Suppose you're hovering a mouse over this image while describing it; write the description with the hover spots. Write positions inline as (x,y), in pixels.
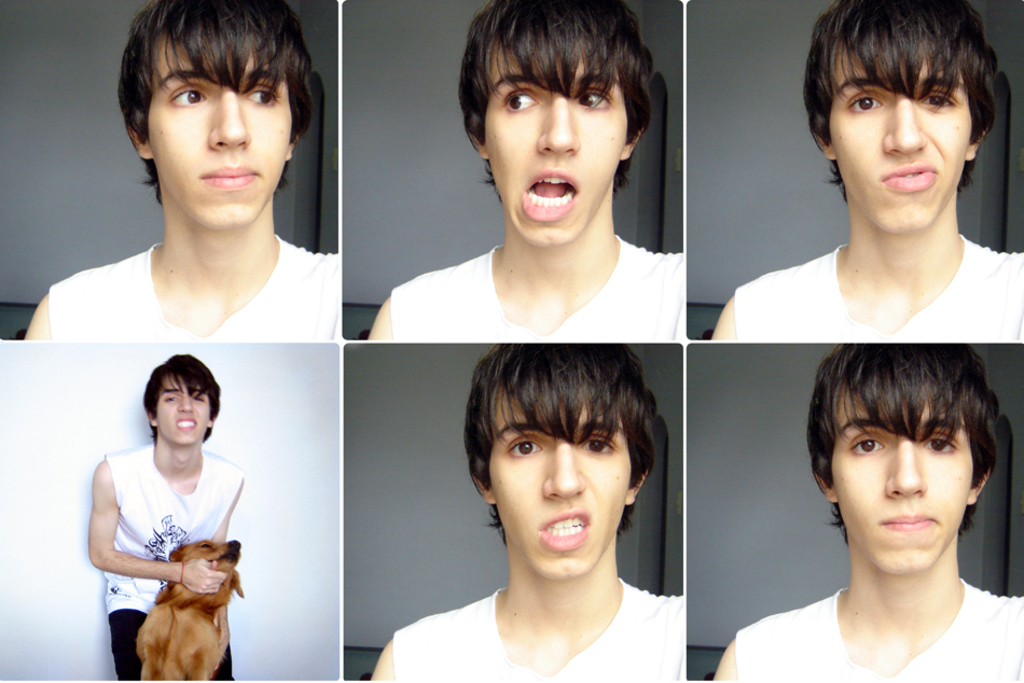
In this picture we have a man (534,148) with white color T-Shirt (126,527) and holding dog (232,587) with his hand (201,580) and he is giving various expressions on his face (562,233).
